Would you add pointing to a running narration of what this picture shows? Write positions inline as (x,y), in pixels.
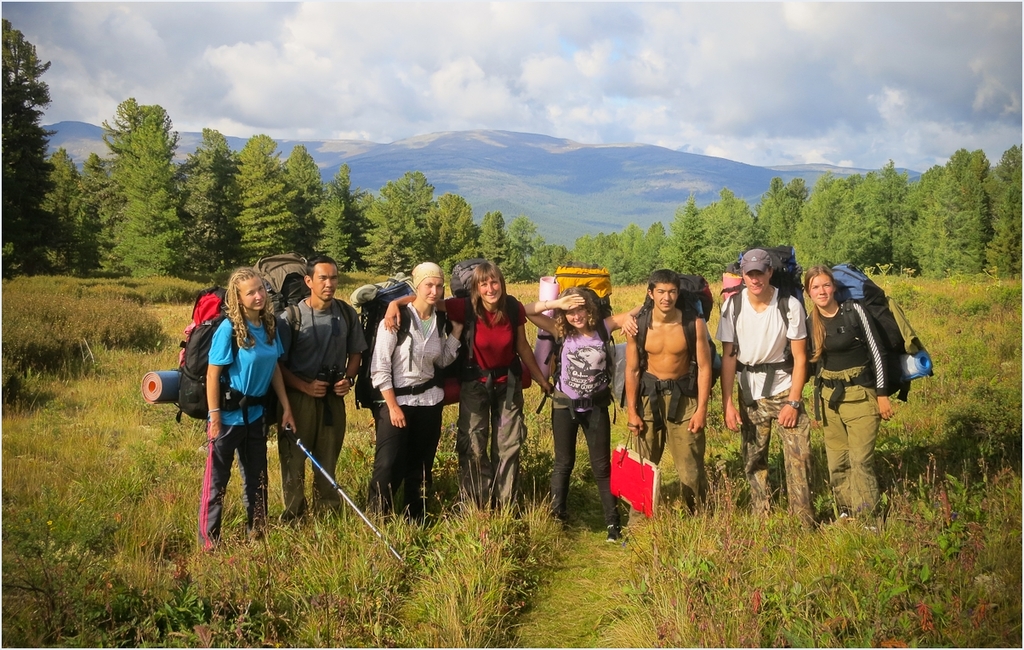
In this image there are people (681,339) standing on the grass (689,545) and they are wearing bags (693,335). In the background of the image (612,244) there are trees (366,223), mountains (528,162) and sky (699,57).
